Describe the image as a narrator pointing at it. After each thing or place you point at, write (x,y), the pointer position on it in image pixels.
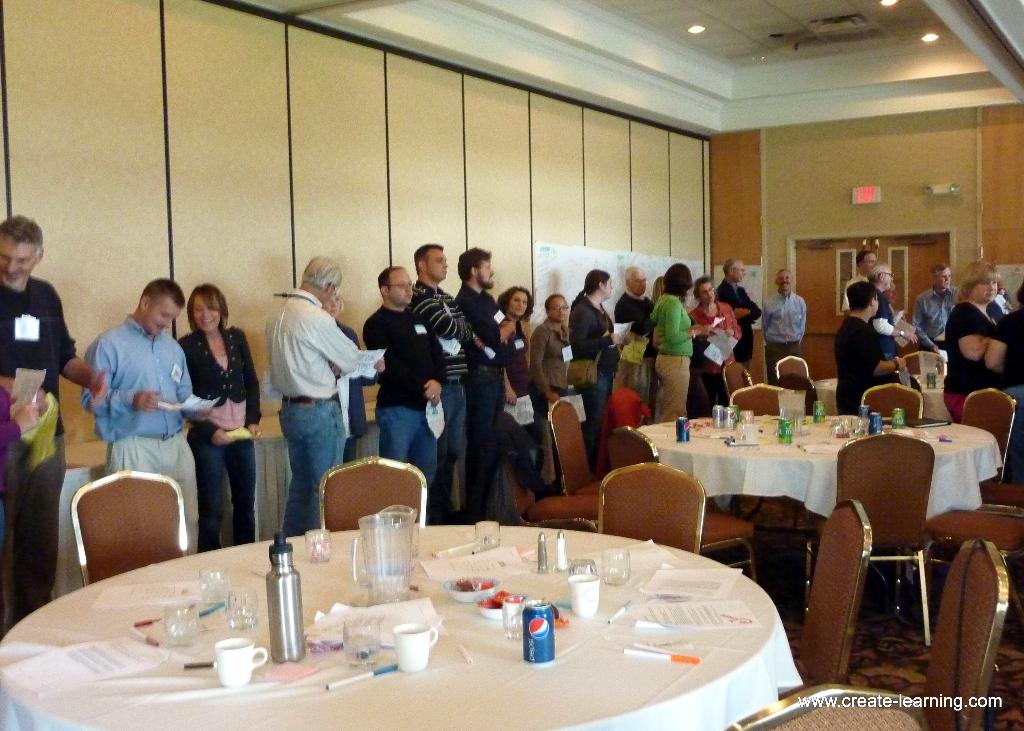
In the image we have a group of people (242,379) who are standing on the wall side and in front of the people (336,442) we have a few table (462,596) and a white colour cloth (338,676) on the table (428,638). On the table (339,565) we have tin can (537,614) a bottle (281,625) and see all the stuff (497,581) on it and here we have a couple of chairs (929,523) at the side of the table (777,417).
